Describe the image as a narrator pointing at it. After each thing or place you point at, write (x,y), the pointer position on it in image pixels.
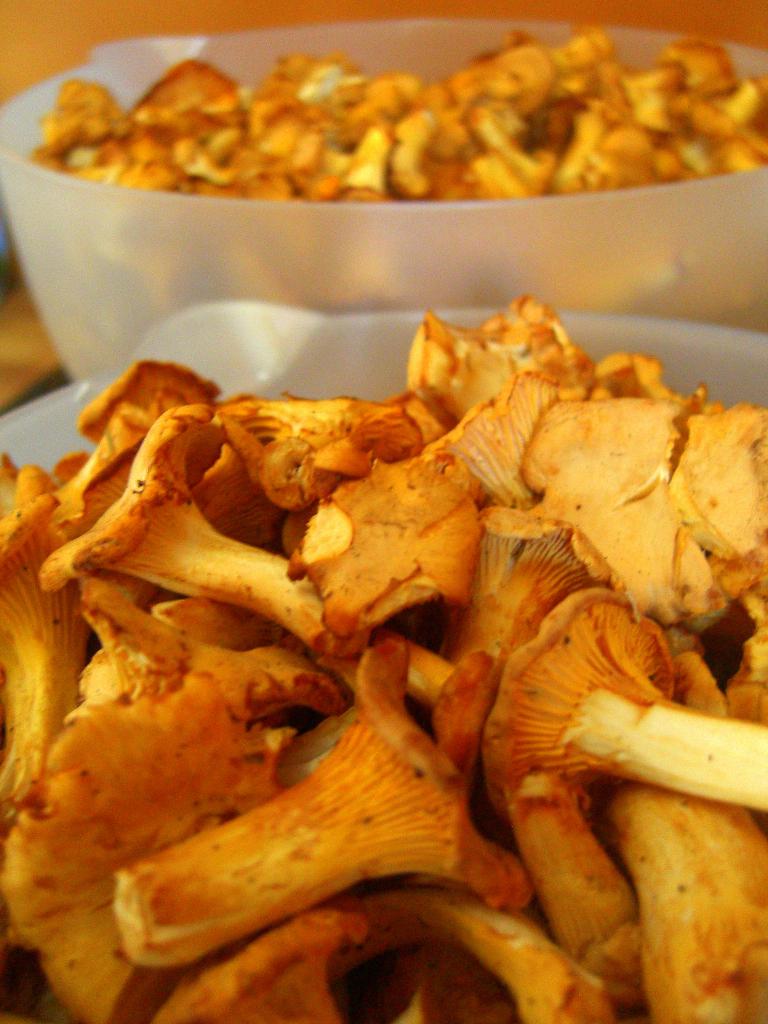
In this image I can see plastic containers (270,348) which are white in color and in them I can see mushrooms (400,704) which are cream, brown and orange in color.
